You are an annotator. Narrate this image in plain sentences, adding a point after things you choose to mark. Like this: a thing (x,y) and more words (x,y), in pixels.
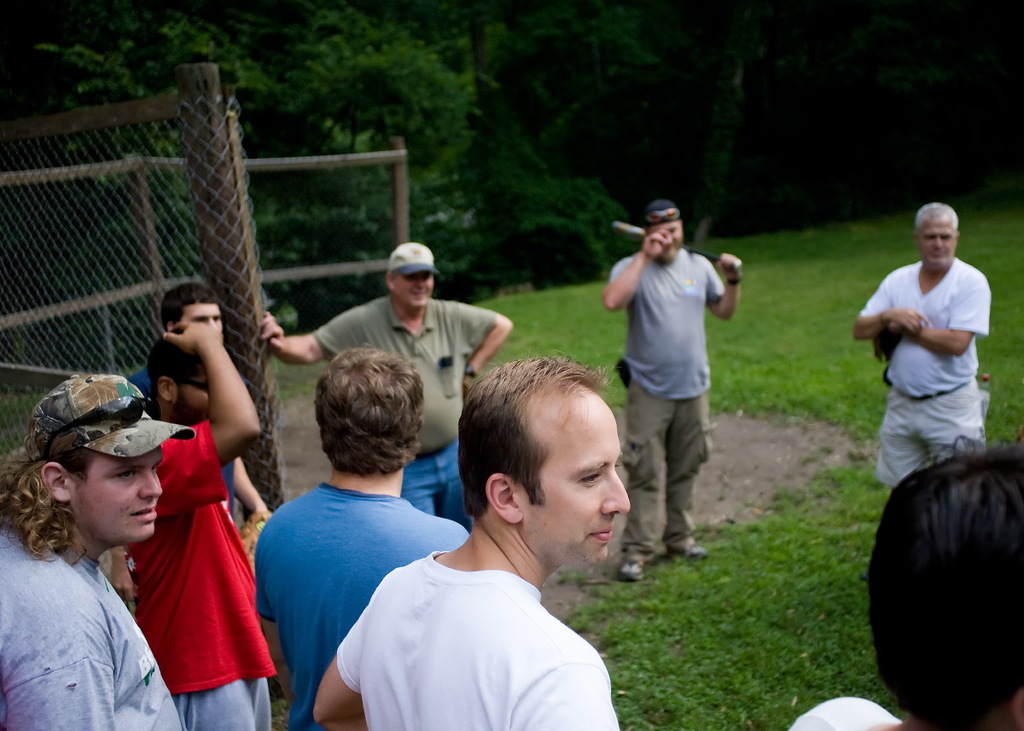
In this image, I can see a group of people (924,646) standing on the grass (305,365) and there is a fence (245,188). In the background (327,58), I can see the trees (691,74).
